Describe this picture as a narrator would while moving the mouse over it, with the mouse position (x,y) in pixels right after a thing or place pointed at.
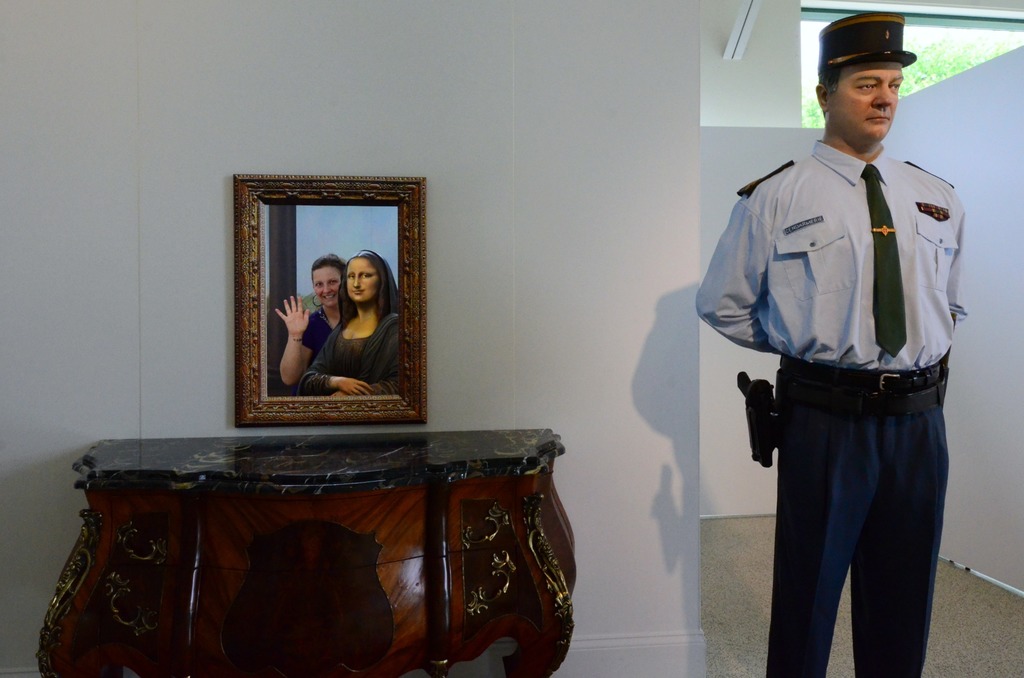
On the right side of the image (814,410) we can see mannequin (831,105). In the center of the image (387,280) we can see table (326,560) and photo frame (310,210). In the background (281,122) there is wall (552,107) and window (909,38).
